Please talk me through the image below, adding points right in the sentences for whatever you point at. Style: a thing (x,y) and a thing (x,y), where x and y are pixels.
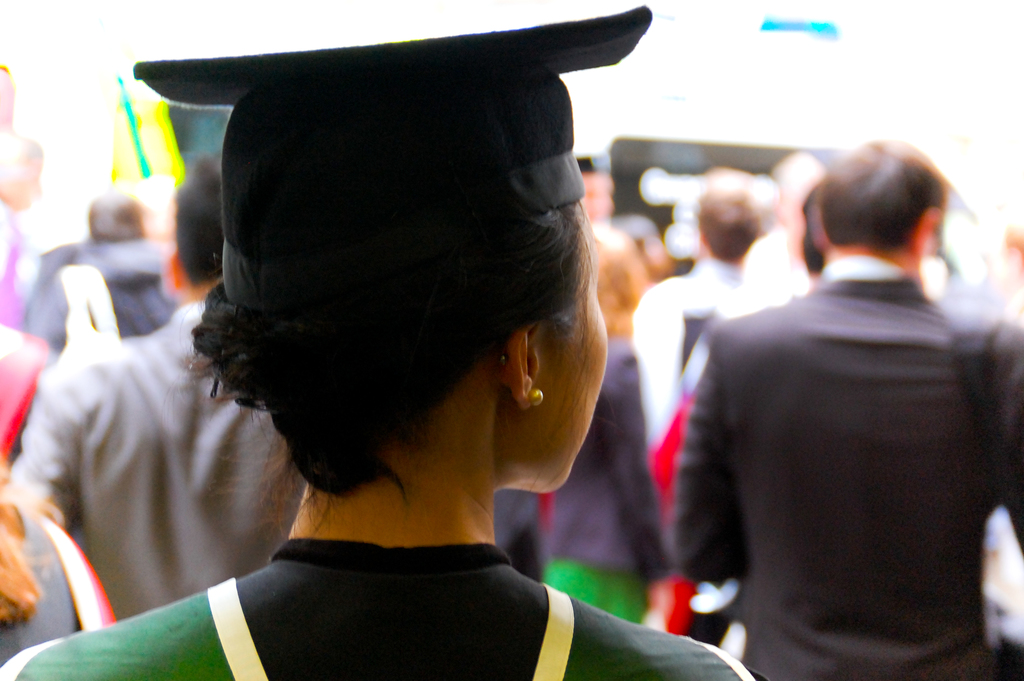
In the image it seems like there is a woman (363,583) in the foreground (335,218), she is wearing a hat (384,180) and behind the woman (552,231) there are many other people (665,256).
